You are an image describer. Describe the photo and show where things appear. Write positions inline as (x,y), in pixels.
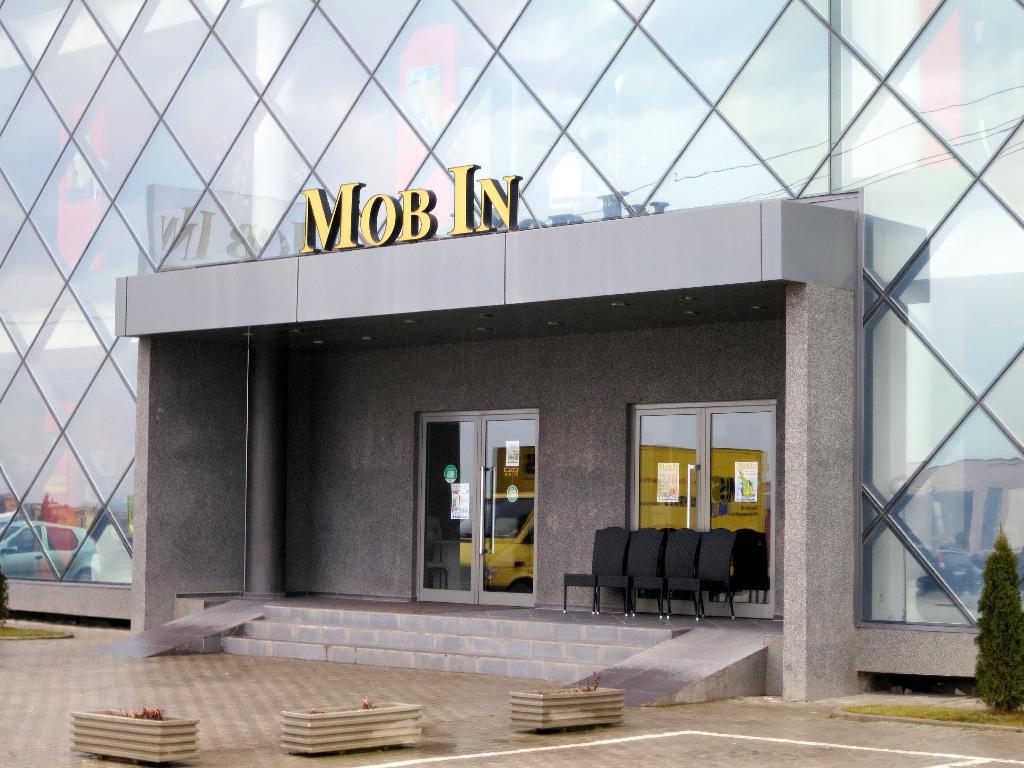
In this image I can see the glass building (399,130), glass doors (683,456), stairs (593,631), chairs (645,545), plants (1006,688) and few posters (663,497) are attached to the glass (648,496).
